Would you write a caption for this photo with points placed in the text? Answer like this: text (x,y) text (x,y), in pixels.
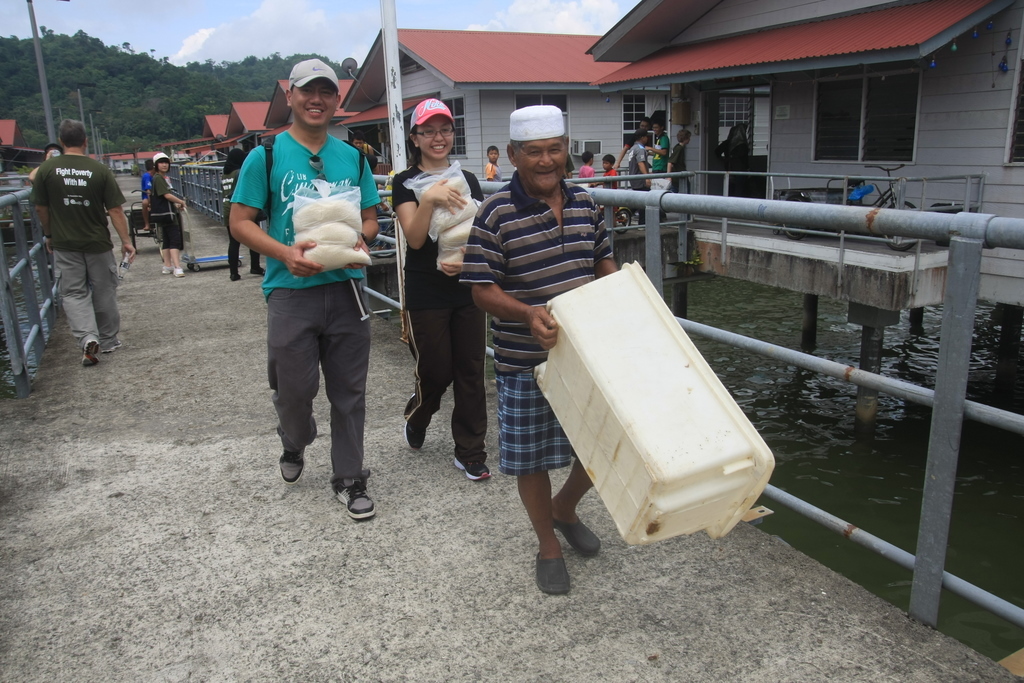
In this image there are three people (449,300) walking on the floor (406,563) by holding the tray (632,428) and covers (462,245). There are houses (479,100) on either side of the bridge (169,390). In the background (187,82) there is a hill (149,76) with the trees (171,85). At the top (178,33) there is sky (192,11). There are iron rods (704,201) on either side of the bridge (200,377). At the bottom (852,479) there is water (827,456).
